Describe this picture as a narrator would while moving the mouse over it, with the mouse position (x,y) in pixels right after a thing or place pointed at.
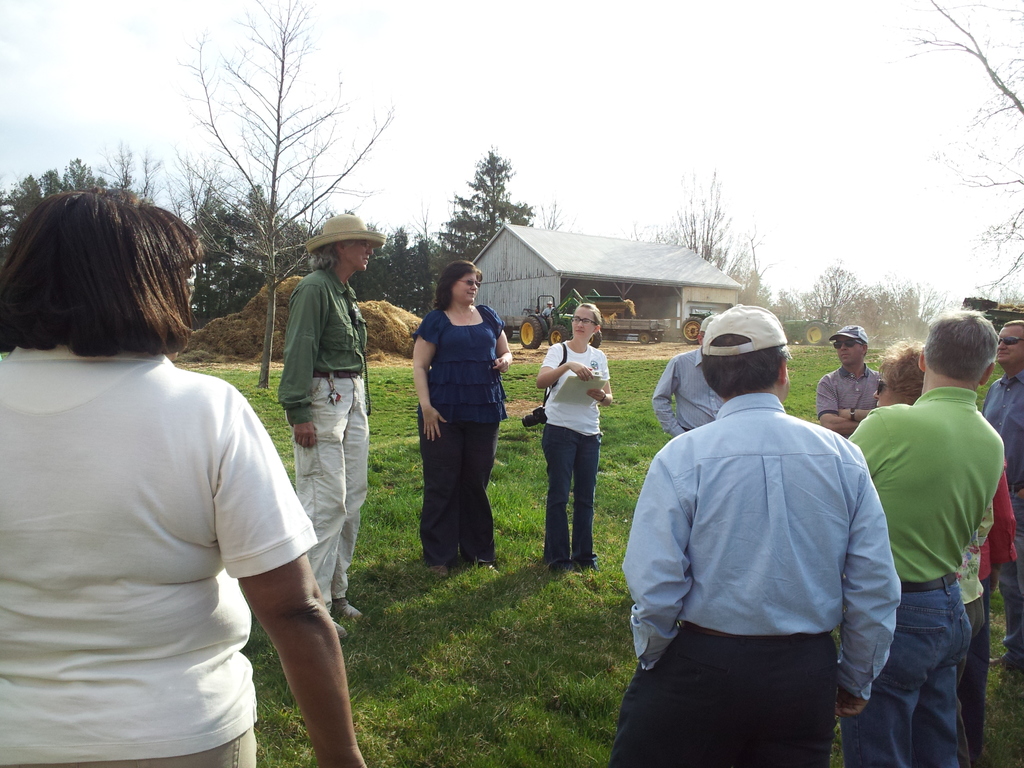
There are people (113,498) standing and she is carrying a camera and holding an object (568,394), we can see grass (429,594). In the background (637,299) we can see trees (425,311), dried grass (212,329), shed (508,259), vehicles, person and sky (746,151).
